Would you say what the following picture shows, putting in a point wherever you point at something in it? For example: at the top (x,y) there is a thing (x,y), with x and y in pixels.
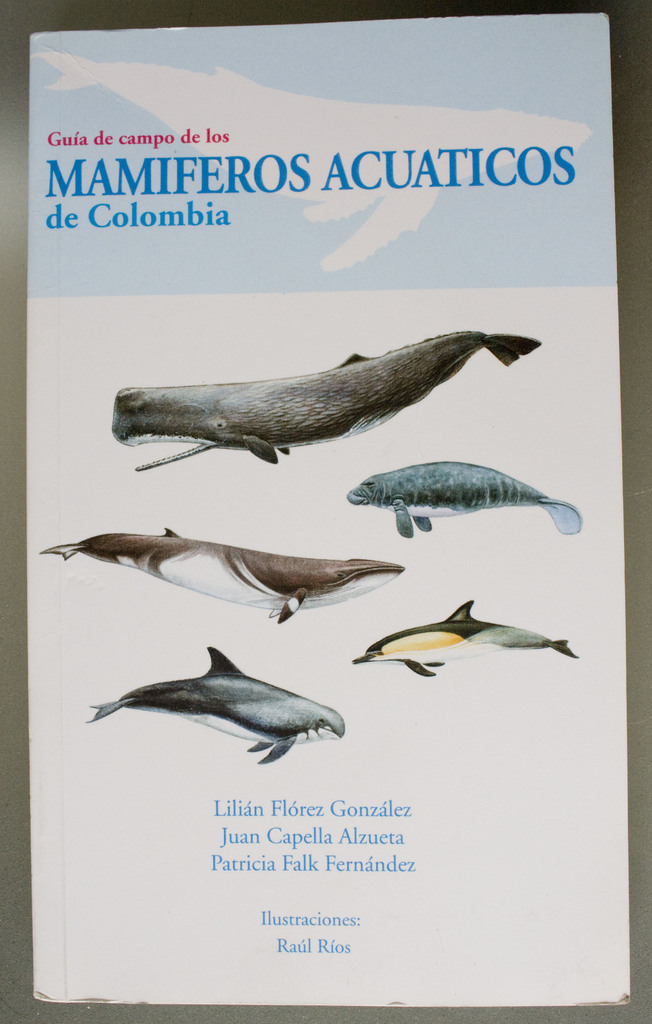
This is a book cover (375,820) having red and blue color texts (235,167), images (358,420) of aquatic mammals (364,249) and a gray color border (631,21). And the background of this book cover (544,892) is white in color.
